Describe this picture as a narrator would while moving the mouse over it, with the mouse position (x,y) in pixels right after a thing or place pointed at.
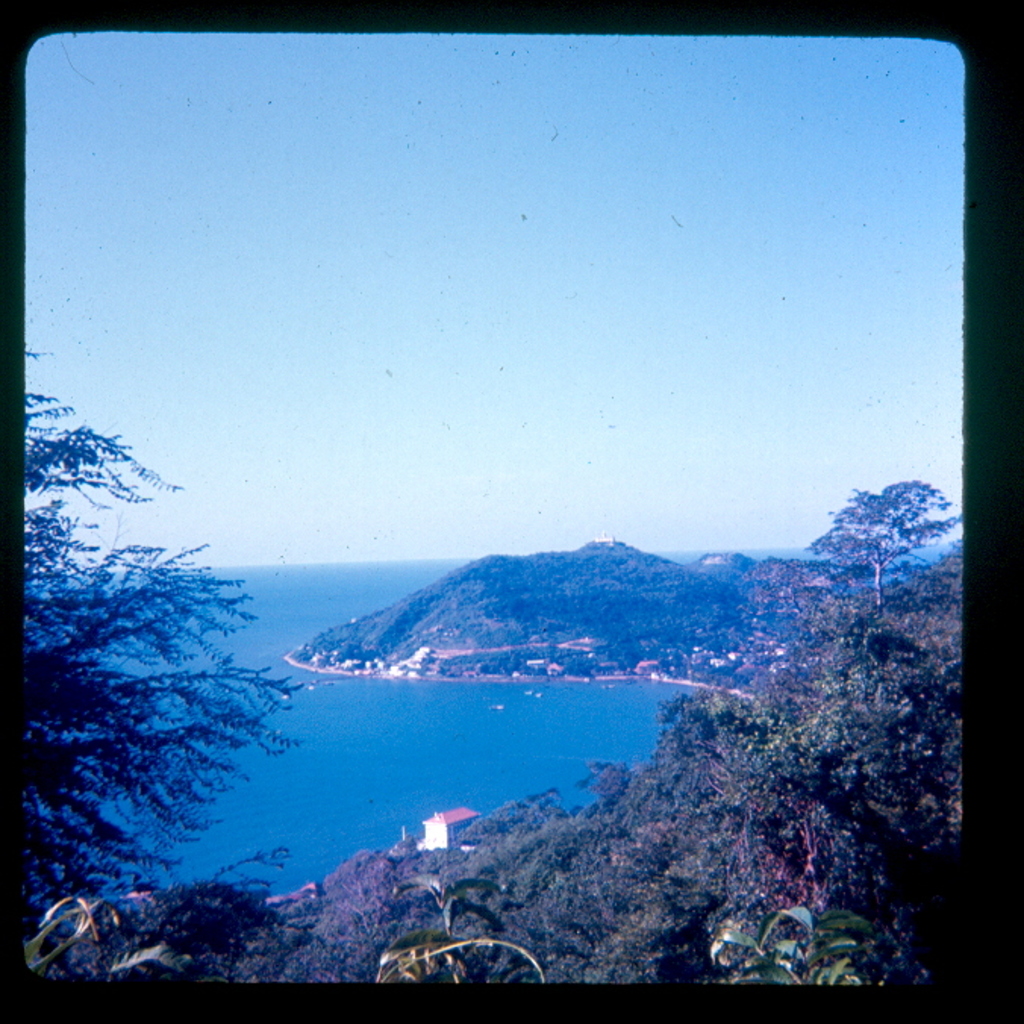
This is an edited image, in this image there are trees (752,700), mountain (403,629), houses (453,819) and the sea (344,590), in the background (174,519) there is the sky (599,349).
